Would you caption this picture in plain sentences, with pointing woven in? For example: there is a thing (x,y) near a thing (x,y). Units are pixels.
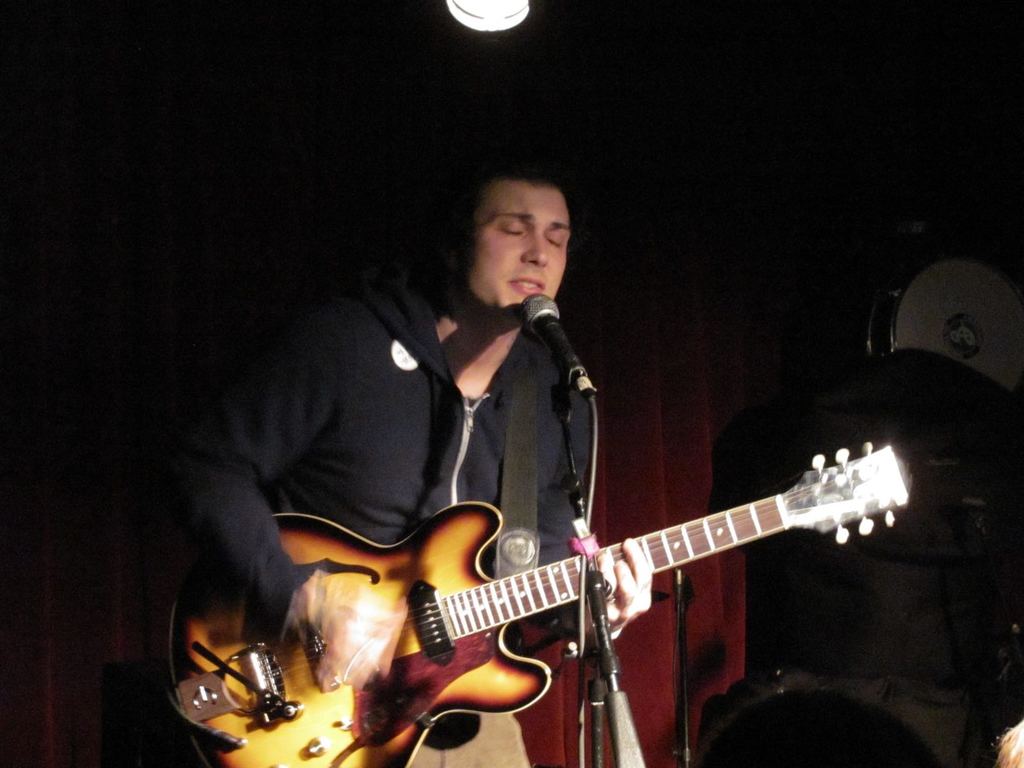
In this image I see a man (482,489) who is standing in front of a mic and he is holding a guitar (313,522). In the background (131,745) I see the light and other things (925,282) over here.
